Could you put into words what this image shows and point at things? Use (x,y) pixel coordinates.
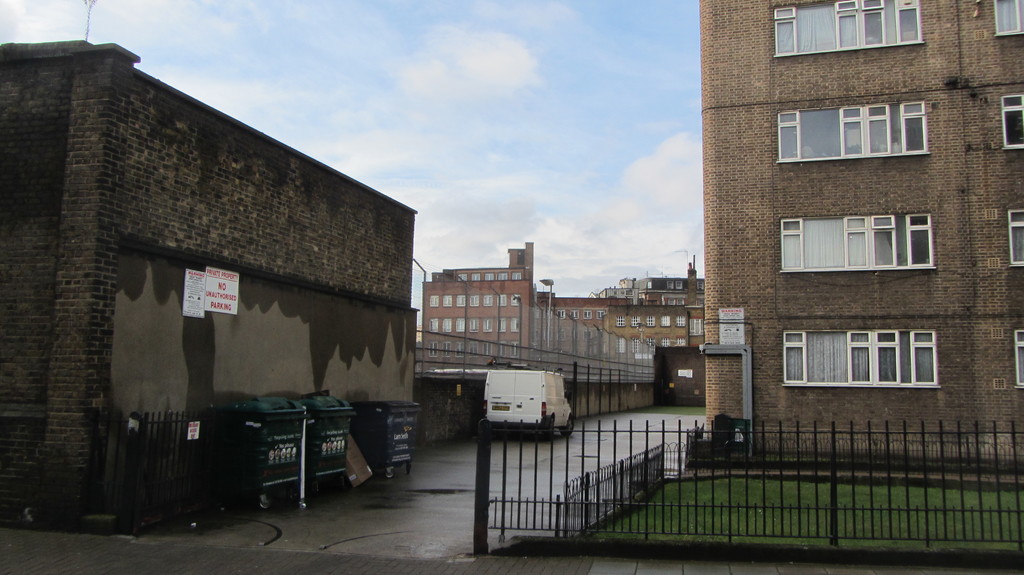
These are the buildings (569,313) with windows (877,262). I think these are the barricades (643,503). I can see a van (537,398), which is parked. There are three dustbins (329,455). These look like posters (210,307), which are attached to the wall (163,320).
